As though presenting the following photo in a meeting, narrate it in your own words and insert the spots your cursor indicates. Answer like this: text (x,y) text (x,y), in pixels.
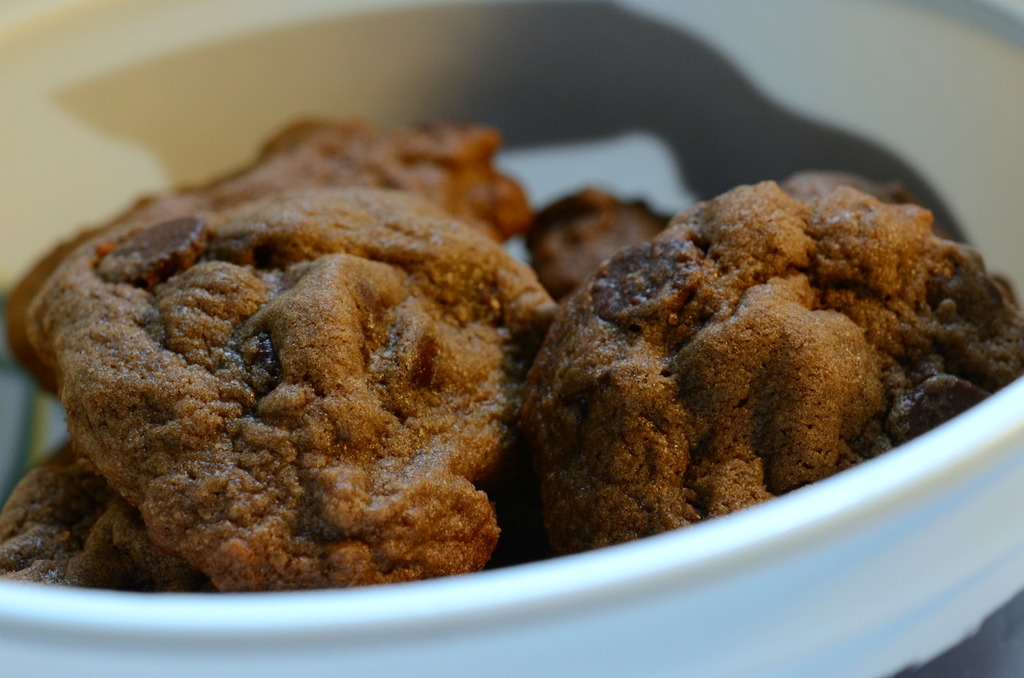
In this image we can see the food items (681,343) in the white color object (963,566) and some part of the image is not clear at the top (586,109).
